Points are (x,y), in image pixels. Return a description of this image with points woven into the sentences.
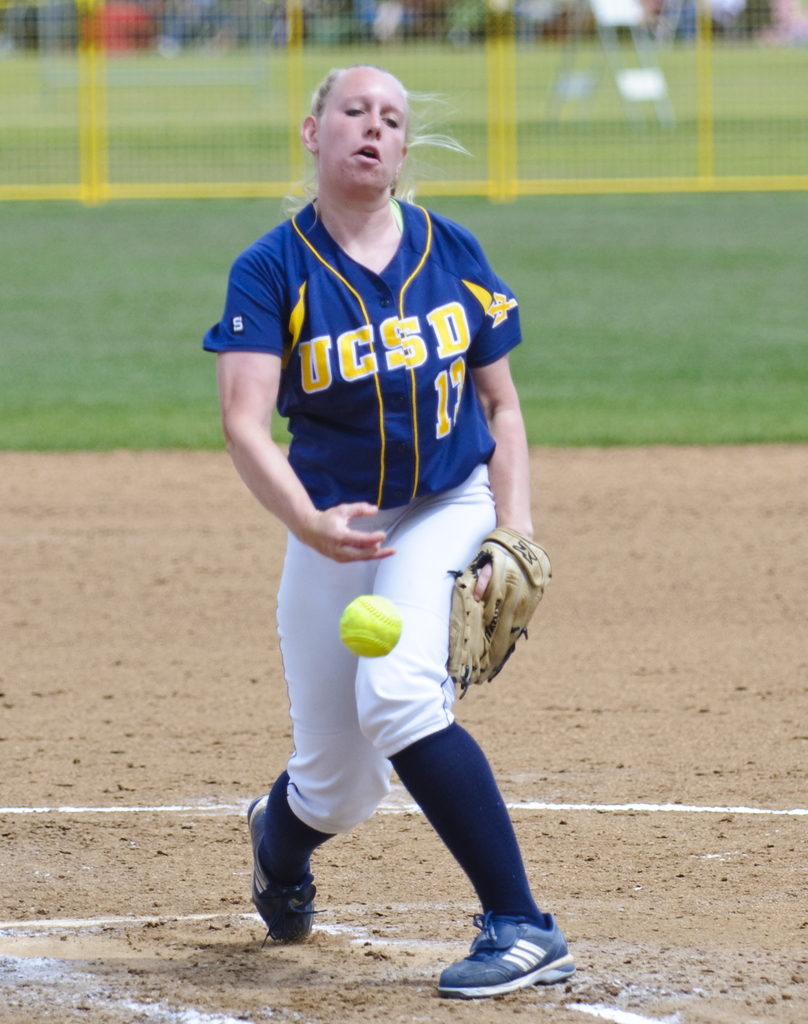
In this image I can see the person (421,455) standing on the ground (41,570). The person (322,454) is wearing the blue and white color dress (408,589) and also gloves (484,611). I can see the yellow color ball (375,635) in the air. In the background (269,163) I can see the railing (256,143) and the ladder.
